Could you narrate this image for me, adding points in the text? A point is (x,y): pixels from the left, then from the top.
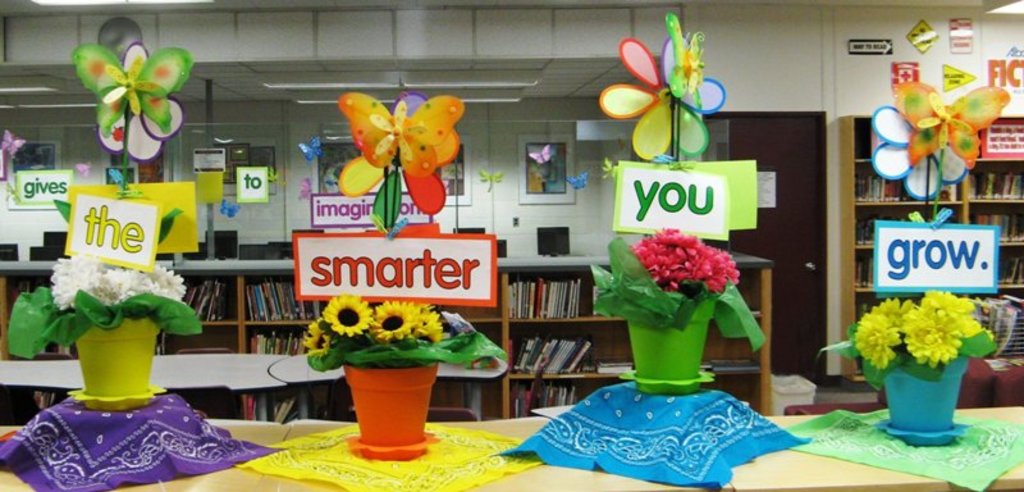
In this picture there are flower pots (62,294) in the center of the image (672,274), which are placed on a table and there are bookshelves (862,176) in the background area of the image (862,176).
